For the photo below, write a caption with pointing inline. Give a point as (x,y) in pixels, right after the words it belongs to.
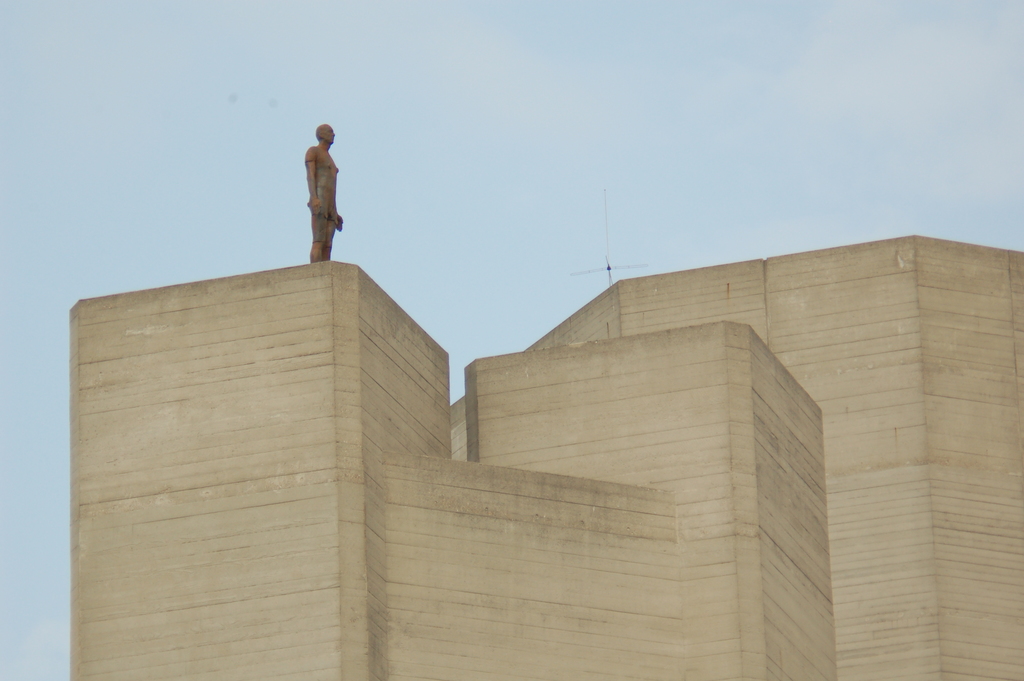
In this image there is an architecture (227,509) on that there is a sculpture (322,136).
